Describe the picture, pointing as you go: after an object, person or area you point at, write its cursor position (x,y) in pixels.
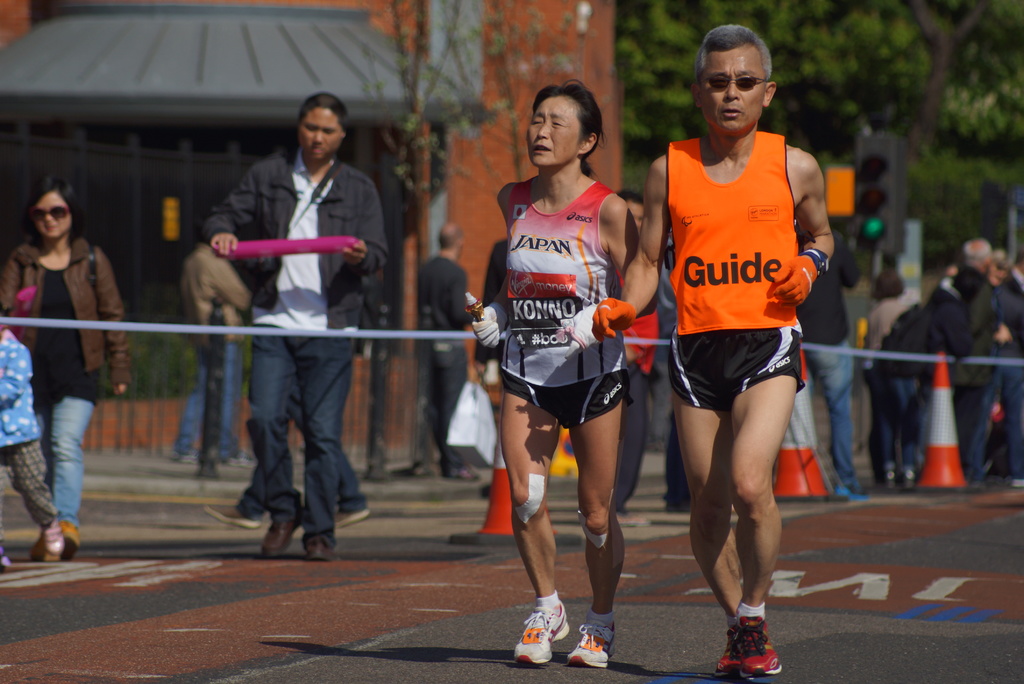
In the image there is an old man (747,420) and woman (520,429) running on road (506,661), it seems to be a marathon, on the left side (298,343) there are many people (112,347) walking and standing behind the rope (384,337) and over the background (923,74) there are trees (618,72).
